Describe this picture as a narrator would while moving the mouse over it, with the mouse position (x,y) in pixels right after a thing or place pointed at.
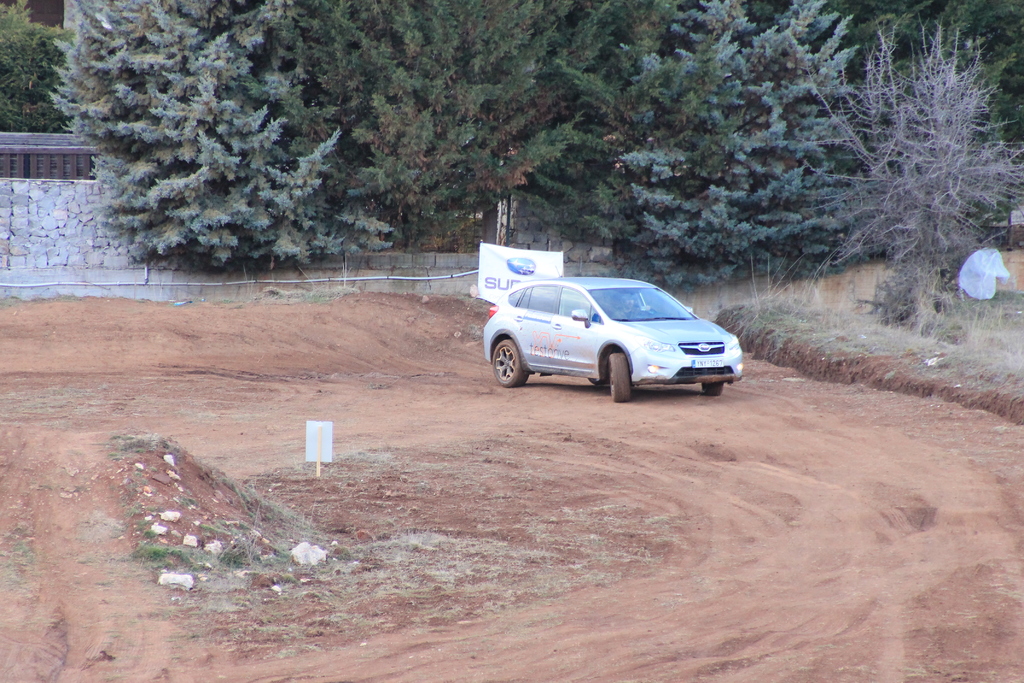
In this picture we can see a car (623,394) on the track (732,464), behind to the car (544,359) we can find a flex (502,257), metal rods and few trees (681,80).
